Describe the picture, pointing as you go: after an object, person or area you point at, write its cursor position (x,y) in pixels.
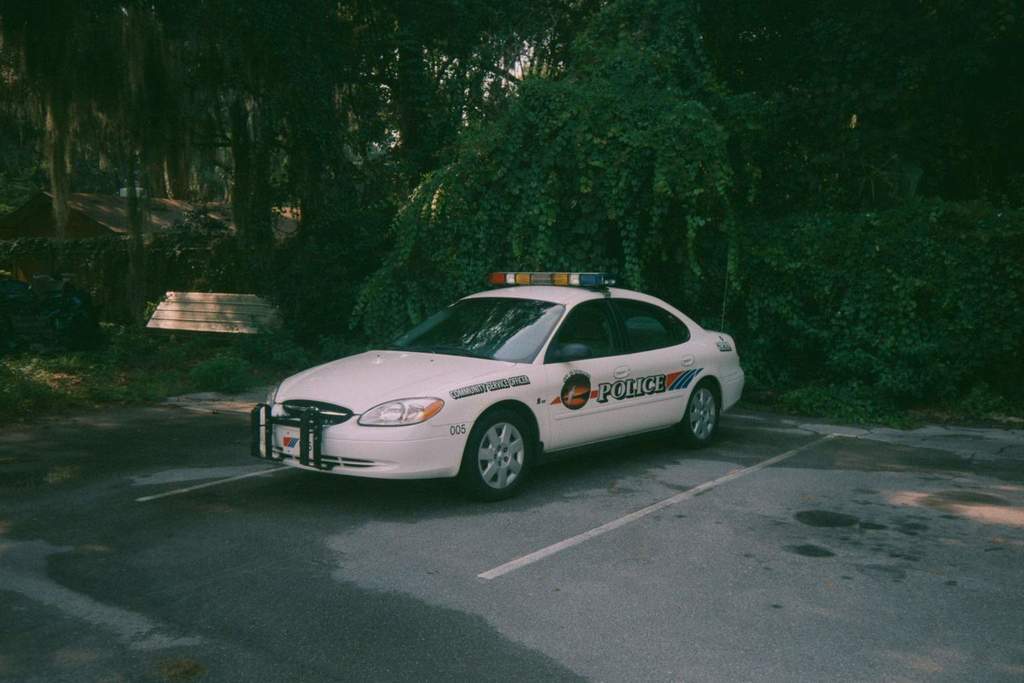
In this picture we can see a car (441,409) parked on the road (329,513) and behind the car (356,370) there are trees (297,315) and a sky (504,79).
